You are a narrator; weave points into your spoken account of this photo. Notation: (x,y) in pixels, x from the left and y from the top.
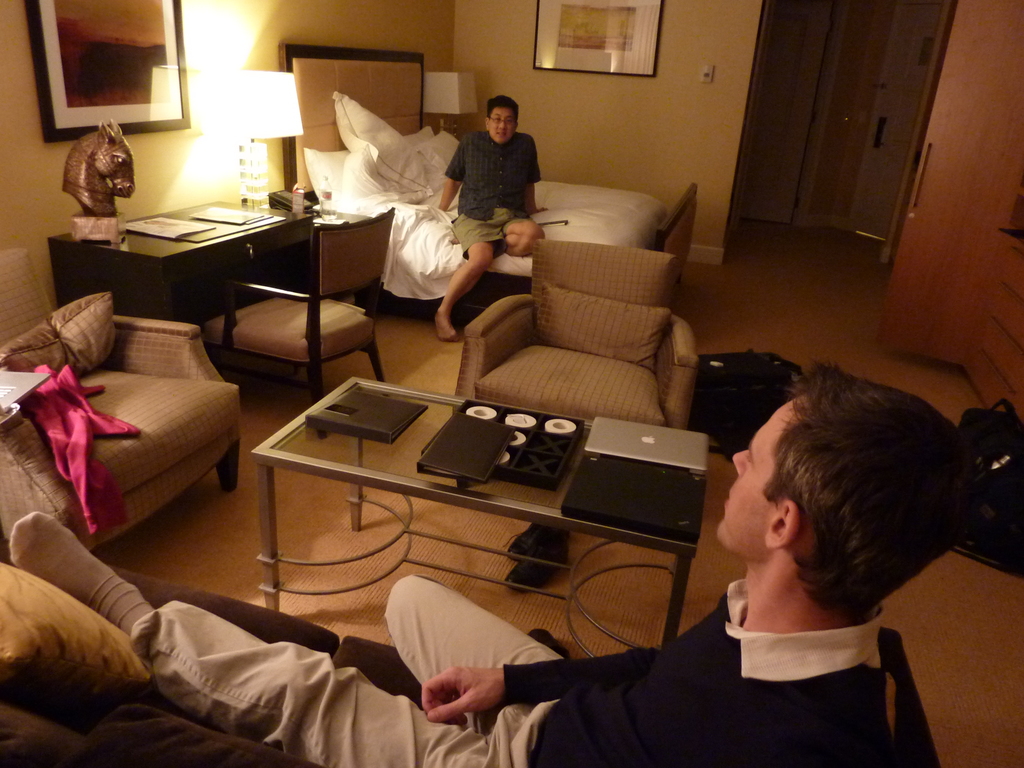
There are two men (400,758) in this room (492,562). A person (216,680) is sitting on the sofa (33,710) and a person (472,222) is sitting on the bed (432,154). In between them there are chairs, laptops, plate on a table (401,480). and a lamp (263,113) on the table (202,260), statue (89,187) and on the wall (321,9) we can see frames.
